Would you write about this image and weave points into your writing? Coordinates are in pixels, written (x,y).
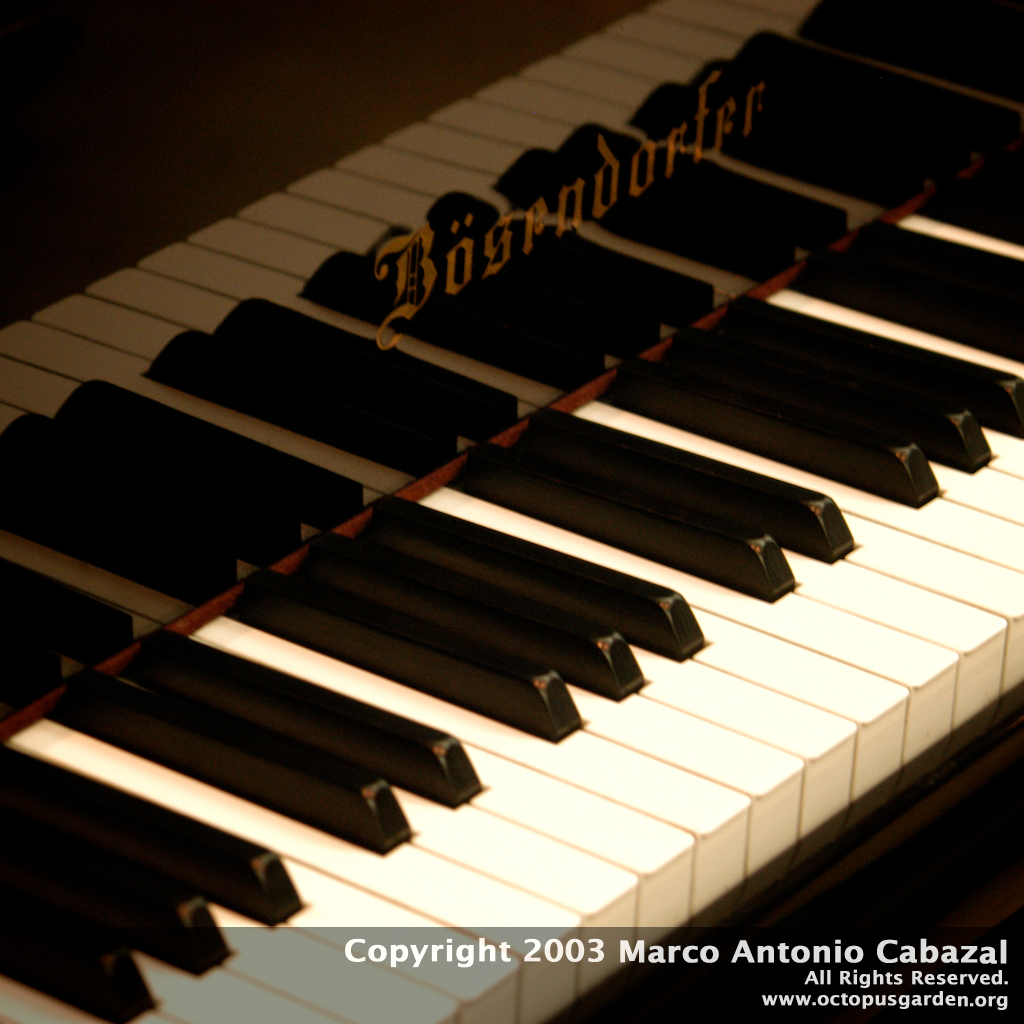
In this picture we can see piano keyboard (419,655).
